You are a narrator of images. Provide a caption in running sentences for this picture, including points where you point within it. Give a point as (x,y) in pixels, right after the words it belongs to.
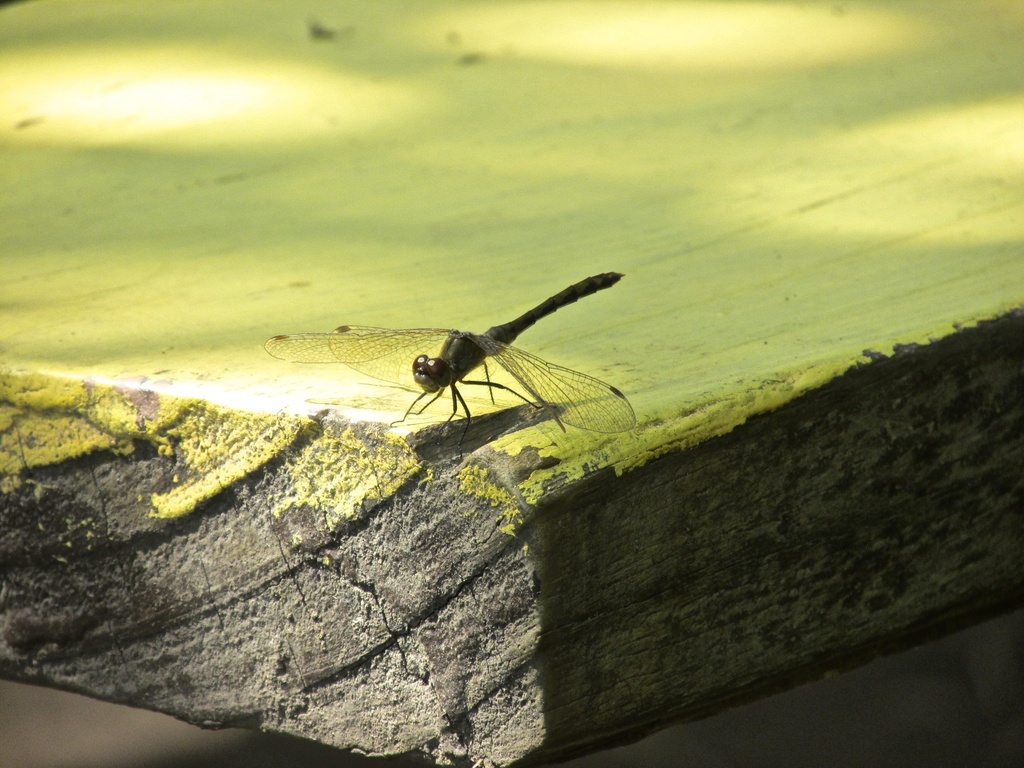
In this image there is an insect (453,398) on the wooden object (358,435).
